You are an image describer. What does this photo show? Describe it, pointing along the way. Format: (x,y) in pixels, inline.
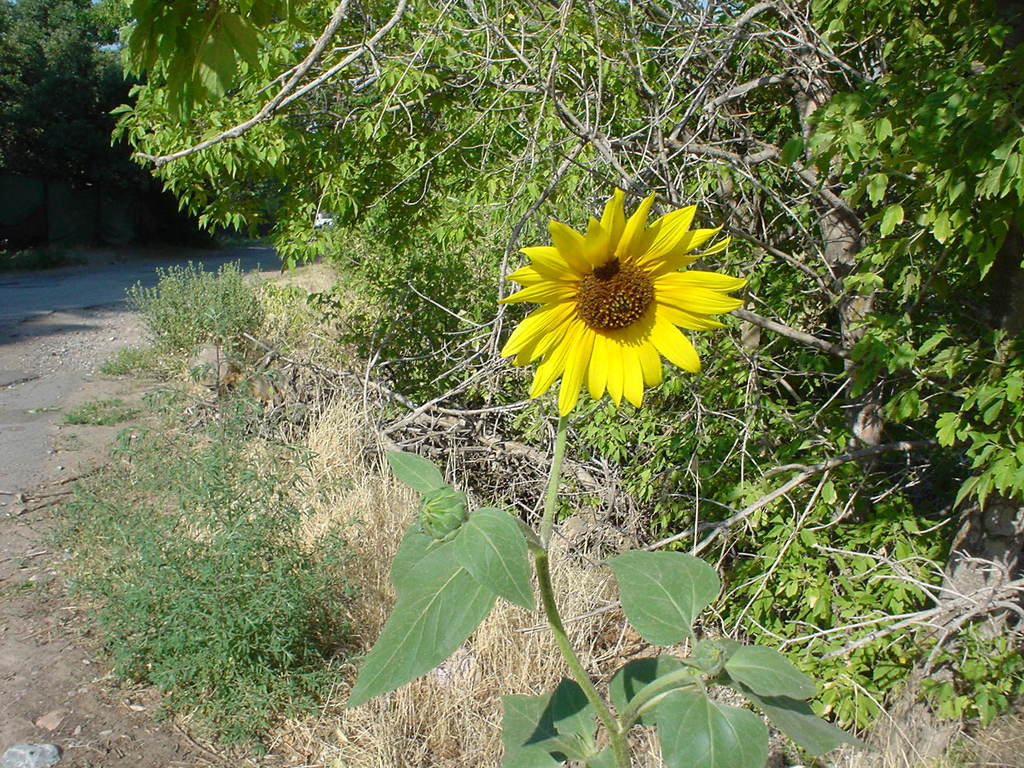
In this image I can see the yellow and brown color flower (597,356) to the plant (547,582). To the left (99,274) I can see the road (58,343). To the side of the road (48,294) there are many trees (248,175).
